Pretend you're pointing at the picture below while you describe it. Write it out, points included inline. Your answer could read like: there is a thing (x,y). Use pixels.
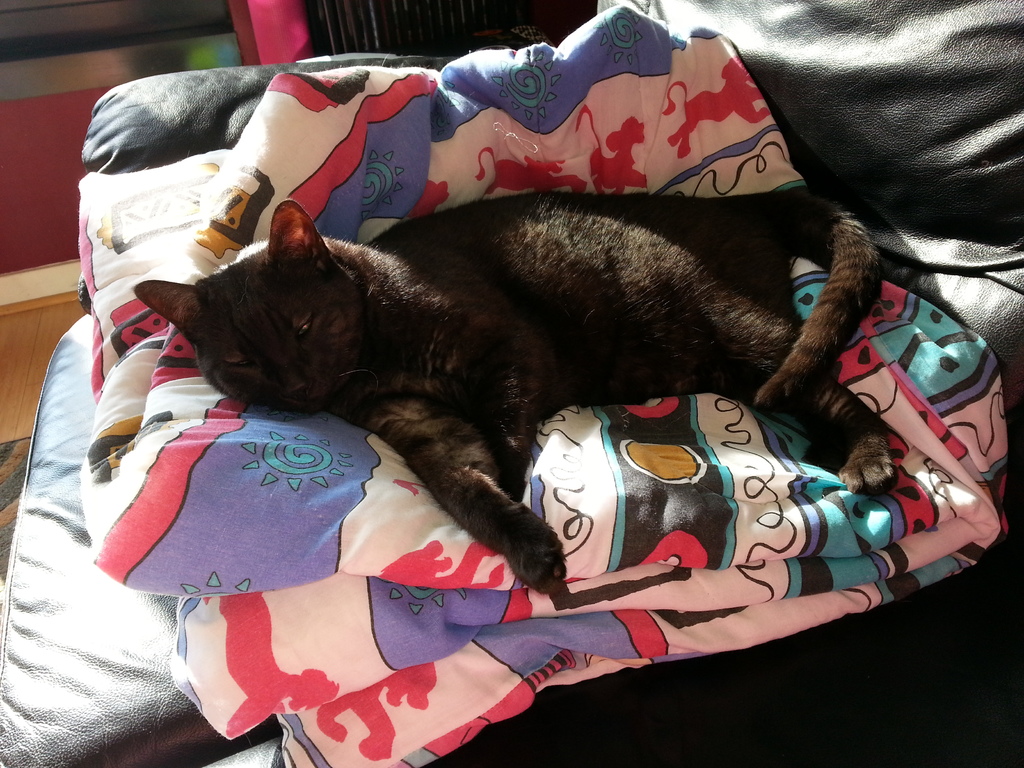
In this picture there is a black color cat (497,285) is sleeping on the colorful cloth (585,584) which is placed on the black leather sofa (996,264).
